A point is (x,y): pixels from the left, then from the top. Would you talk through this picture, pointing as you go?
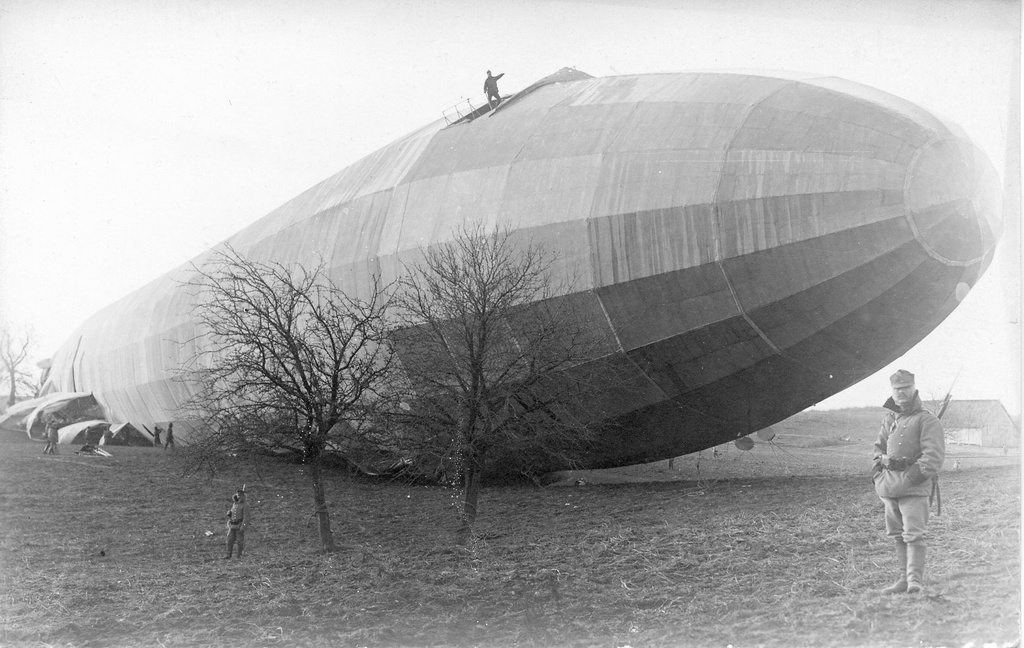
In this image there are a few people (887,472) standing, behind them there are trees (316,448) with dry branches (308,439) and there is an airship wreck (371,274), on top of it there is a person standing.
